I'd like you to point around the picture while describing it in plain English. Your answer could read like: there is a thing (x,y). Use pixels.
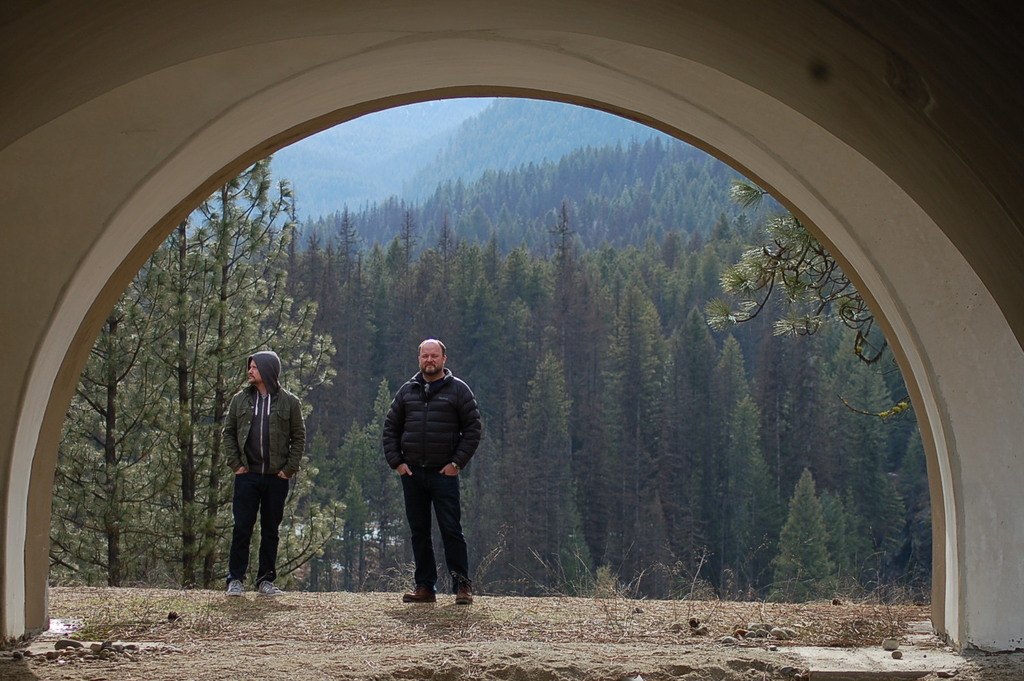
In this image there are two men (406,471) standing on the ground (358,608). There are dried leaves (606,623) and dried stems (268,617) on the ground (229,608). Behind them there are trees (484,322) and mountains (482,152). In the foreground (46,270) there is an arch (691,61).
